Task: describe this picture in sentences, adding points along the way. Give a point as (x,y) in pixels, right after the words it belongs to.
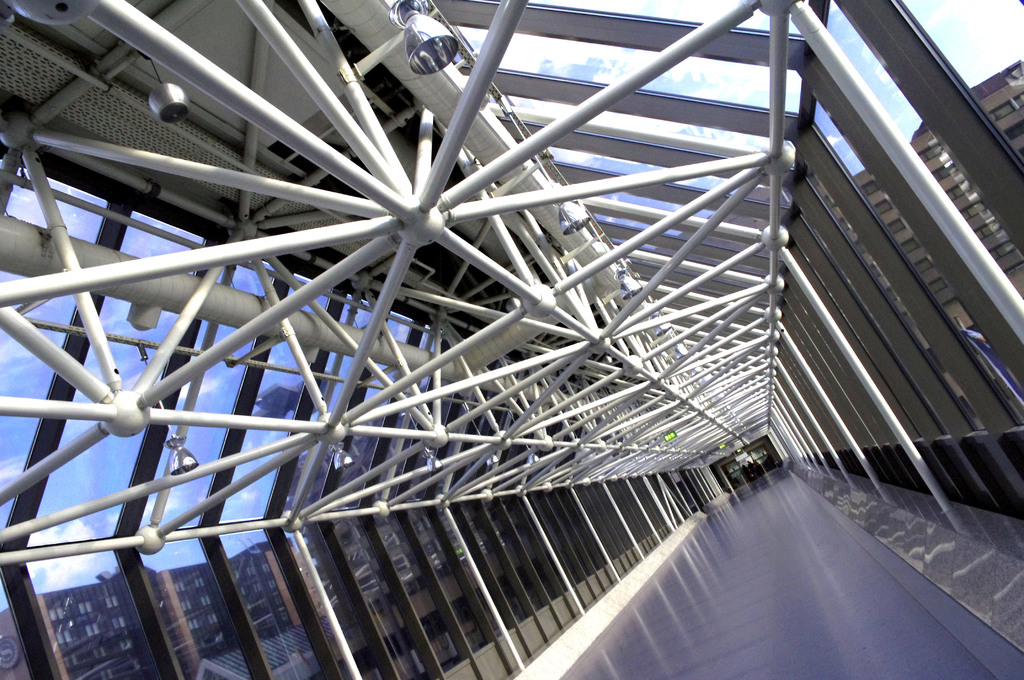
This picture is clicked inside. At the top (494,162) we can see the metal rods (451,163) and the lamps (457,49) hanging on the roof (237,38). In the foreground (788,613) we can see the buildings (466,605) and the floor (854,601). In the background (906,99) there is a sky (952,57) and the buildings (1008,121).
